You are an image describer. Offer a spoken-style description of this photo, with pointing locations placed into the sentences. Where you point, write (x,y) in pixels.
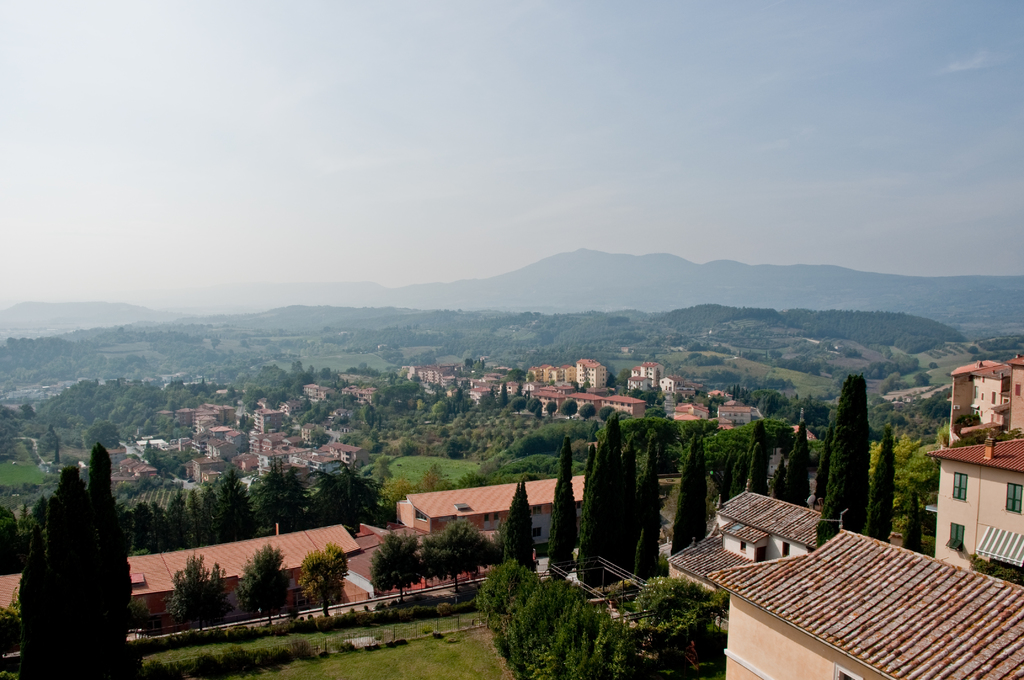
In this image we can see some trees (587,476), buildings (550,483), houses (578,507) and at the background of the image (585,339) there are some mountains (837,278) and clear sky (235,206).
